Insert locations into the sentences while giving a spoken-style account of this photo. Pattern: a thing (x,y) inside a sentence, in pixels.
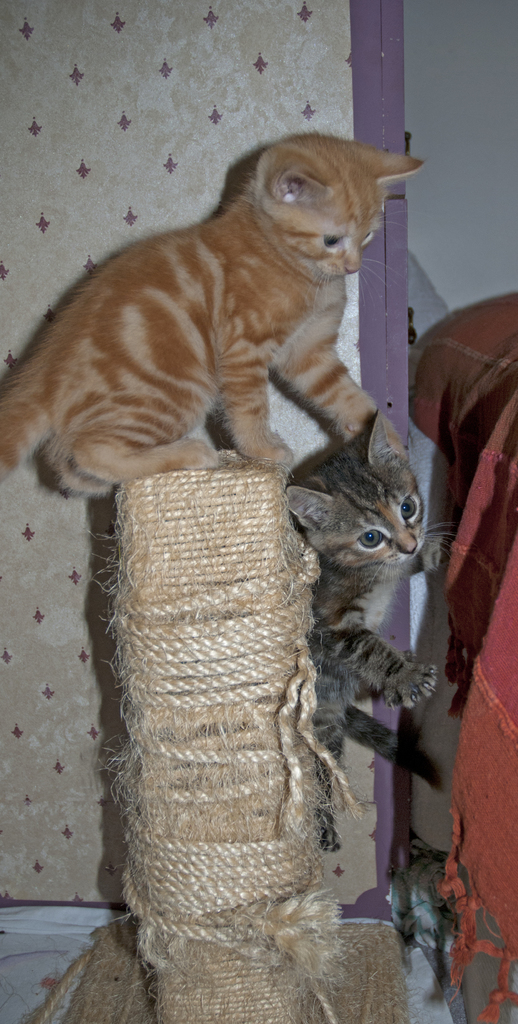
In this image I can see two cats (311,299) one cat (142,369) is sitting on a wood (151,574) coiled with some rope (163,794). I can see a wall (133,35) behind the cats (343,179).
